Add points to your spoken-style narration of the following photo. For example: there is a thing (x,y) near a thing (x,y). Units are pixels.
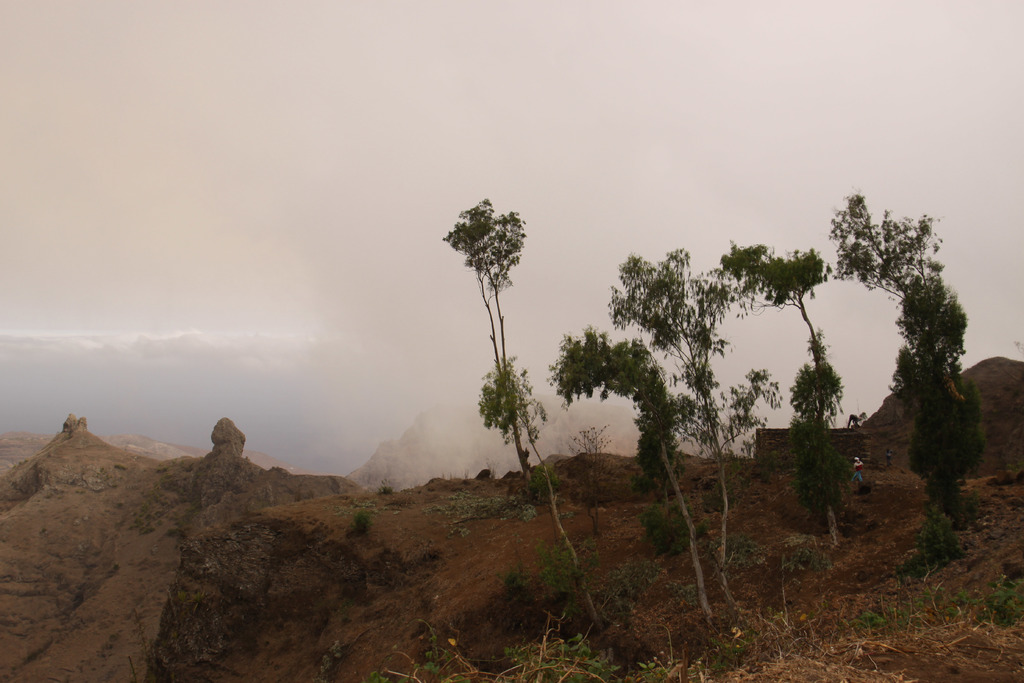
In this picture I can see an open land (60,649), on which there are few plants (532,670) and trees (943,508). In the background (370,347) I can see clouds (541,124).
